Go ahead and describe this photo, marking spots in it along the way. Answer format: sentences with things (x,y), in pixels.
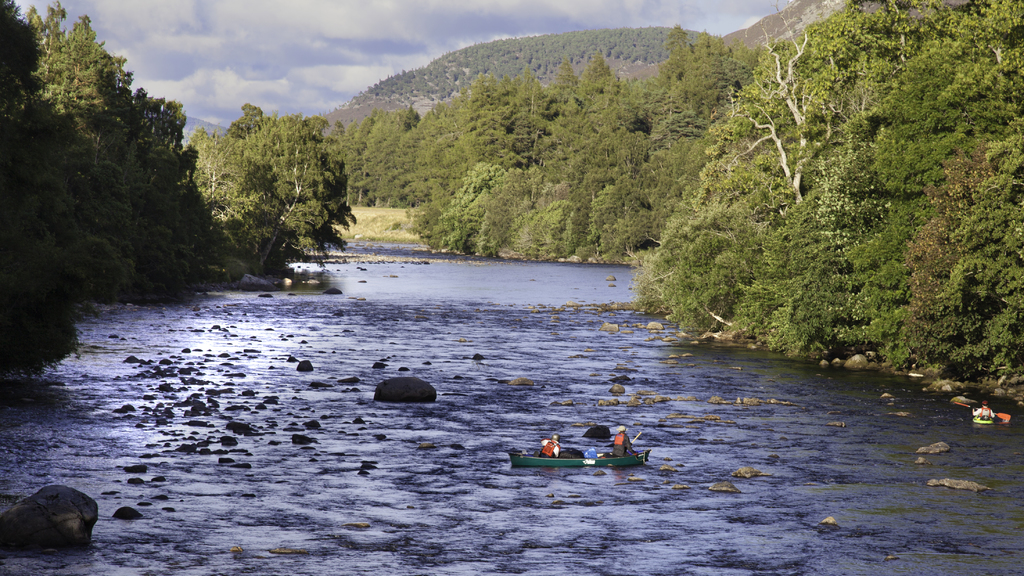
In this image I can see the boat (576,463) and the boat (560,460) is on the water (519,493). I can see two persons (626,448) sitting in the boat (534,459), background (854,284) I can see few stones (425,396), trees (822,241) in green color and the sky (323,27) is in blue and white color.
